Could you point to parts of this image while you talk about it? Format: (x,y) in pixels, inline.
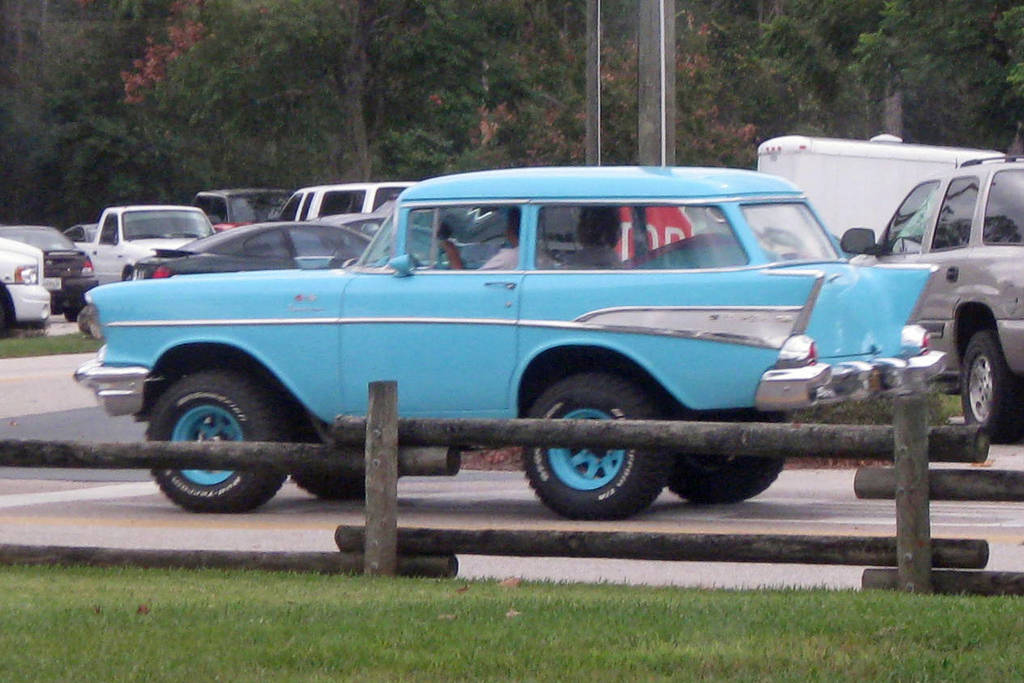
In this image we can see cars (563,359) on the road (695,507). At the bottom of the image (276,642), there is a fence (206,560) and grassy land (750,639). At the top of the image (825,76), we can see trees (242,40) and poles (655,93).
